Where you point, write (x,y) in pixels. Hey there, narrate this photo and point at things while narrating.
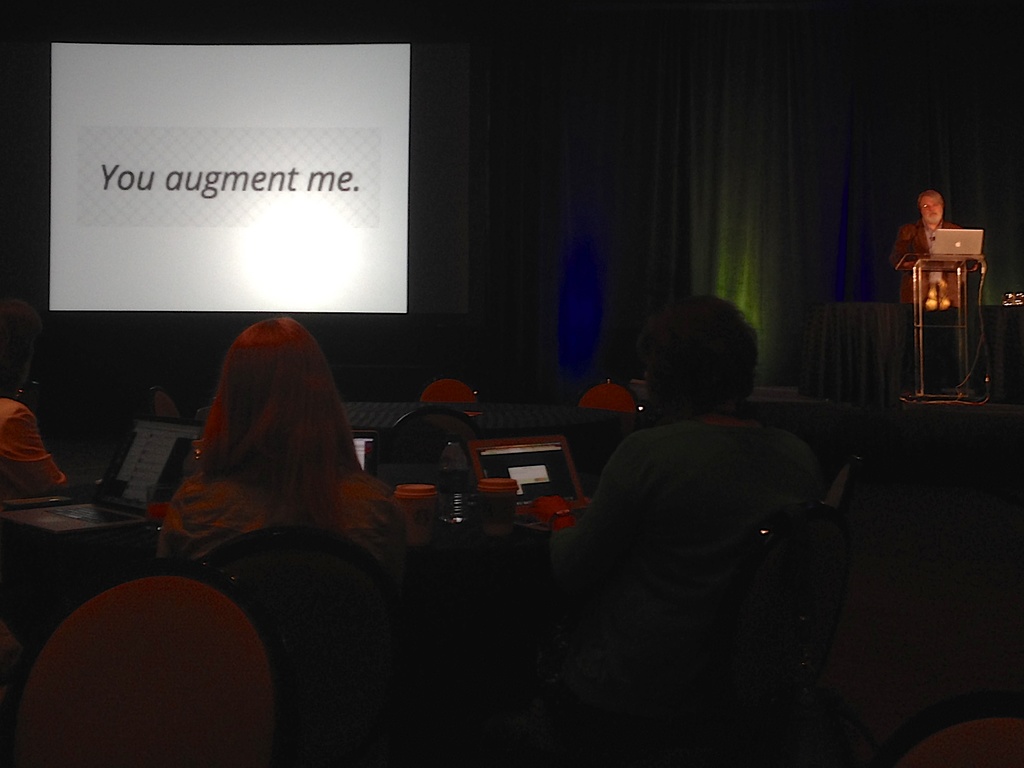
In the image there is a projector screen (362,106) and it is displaying some statement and on the right side (962,228) there is a man (909,255) standing in front of a table (921,306), there is a laptop (941,245) in front of him and there are a group of people (664,561) sitting around the table (462,543) and on the table (86,490) there are laptops (132,467), bottles (447,507) and other items (406,503).
